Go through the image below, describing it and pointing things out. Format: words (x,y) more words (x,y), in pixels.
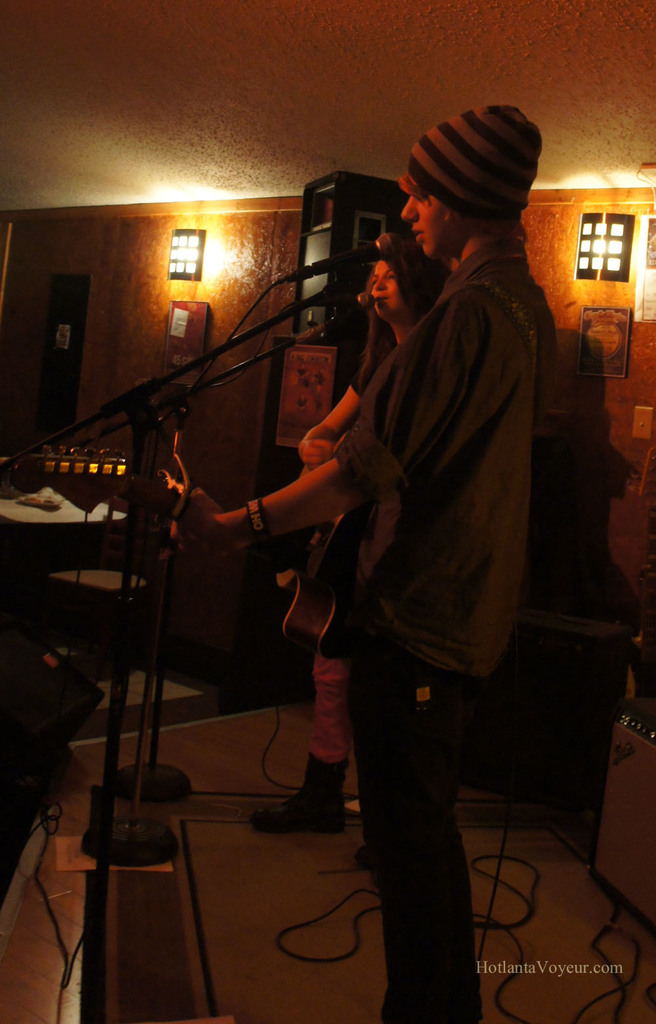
In this image we can see a man (415,433) wearing the cap (477,208) and standing. We can also see the woman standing on the floor (272,798). We can also see the mics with the stands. Image also consists of a guitar (318,596), a table (89,517), paper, wires (48,898) and also the frames (594,309) attached to the wall (602,417). We can also see the lights (580,254), some objects (585,636) and also the ceiling (259,14). In the bottom right corner (581,964) we can see the text (556,962).
